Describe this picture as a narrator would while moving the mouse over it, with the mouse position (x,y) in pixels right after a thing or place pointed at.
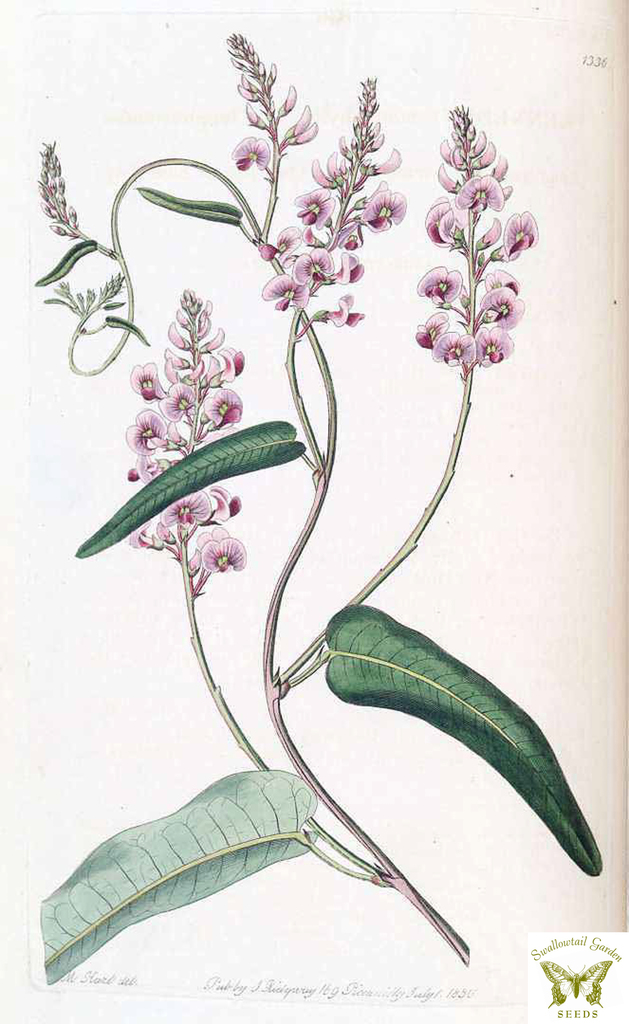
This is a printed picture. We see a plant (69,259) with flowers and leaves (479,696) and we see text (288,990) at the bottom of the picture (434,990) and a logo (570,975) at the bottom right corner (570,975).
